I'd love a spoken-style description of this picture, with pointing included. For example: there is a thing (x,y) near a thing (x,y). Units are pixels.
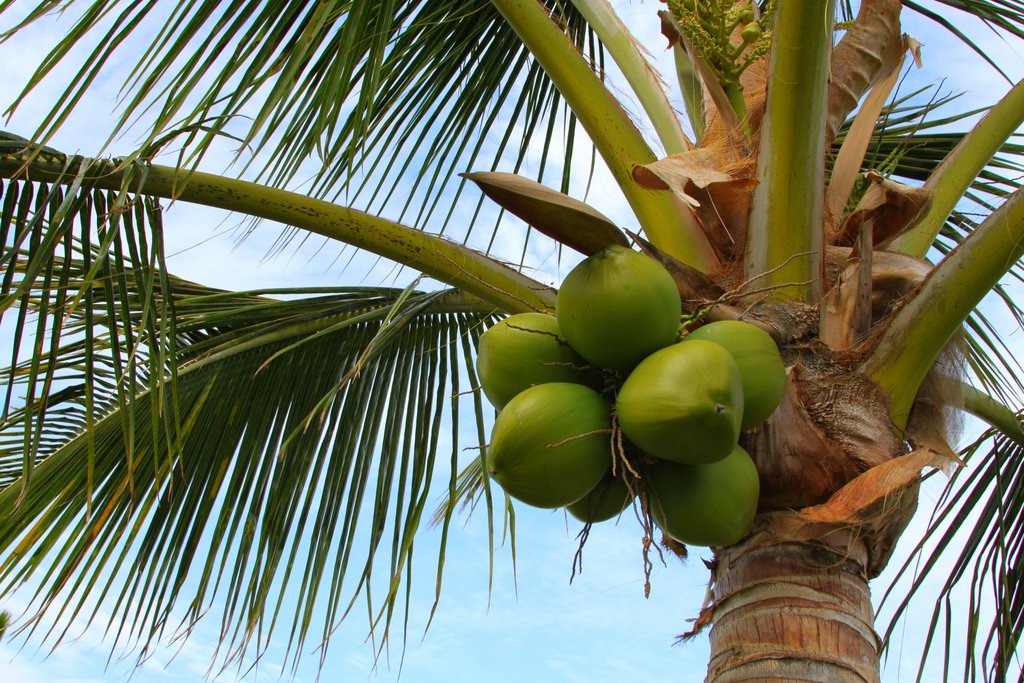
In this picture we can observe coconut tree (542,301) and coconuts (623,400) to this tree (822,650). In the background (550,581) there is a sky (306,245).
